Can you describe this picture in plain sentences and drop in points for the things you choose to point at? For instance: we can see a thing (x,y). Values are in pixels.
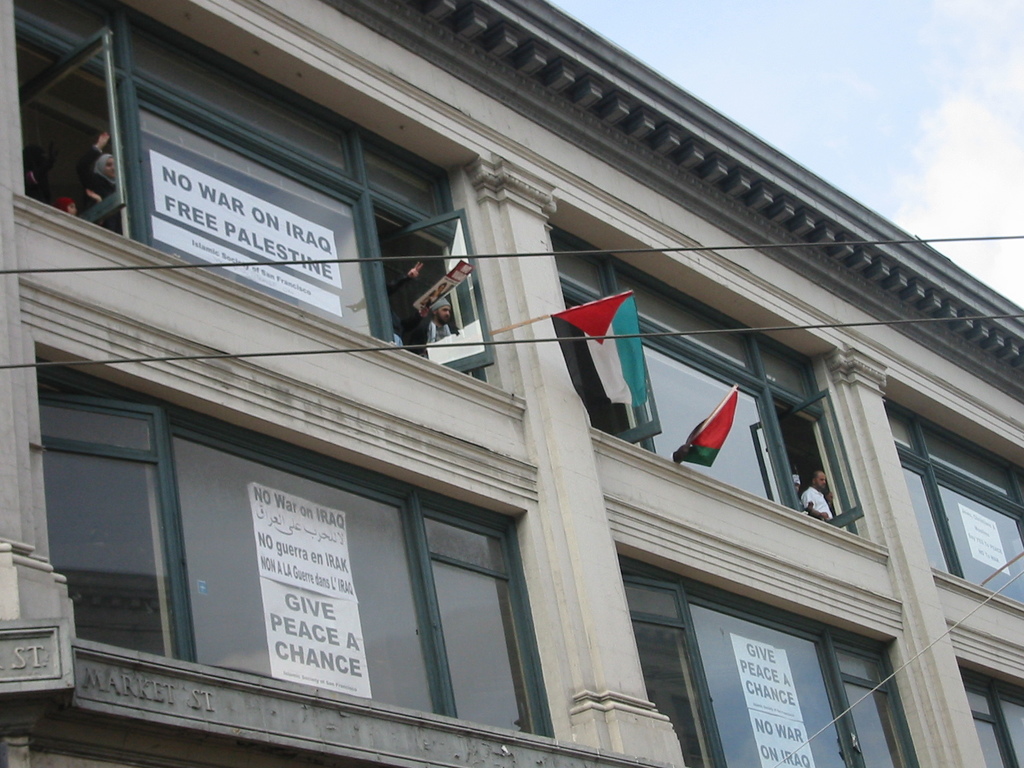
In this image we can see the front view of the building (490,462) with the glass windows (867,655), flags (616,378). We can also see the wires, people (427,318) and also the text papers (316,521) attached to the glass windows (851,697). Sky (925,170) is also visible.
